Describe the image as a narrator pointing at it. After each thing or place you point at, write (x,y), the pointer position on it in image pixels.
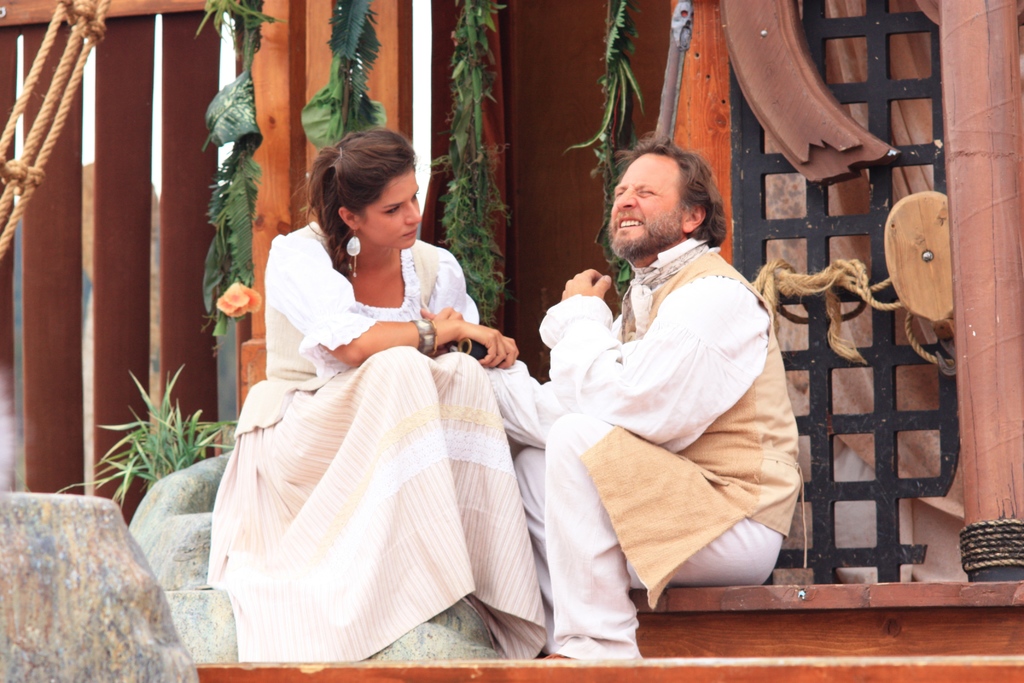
In this image there are two persons (604,436) sitting, one person (450,377) is holding an object (451,350), there are plants (158,437), there are ropes (65,65).
